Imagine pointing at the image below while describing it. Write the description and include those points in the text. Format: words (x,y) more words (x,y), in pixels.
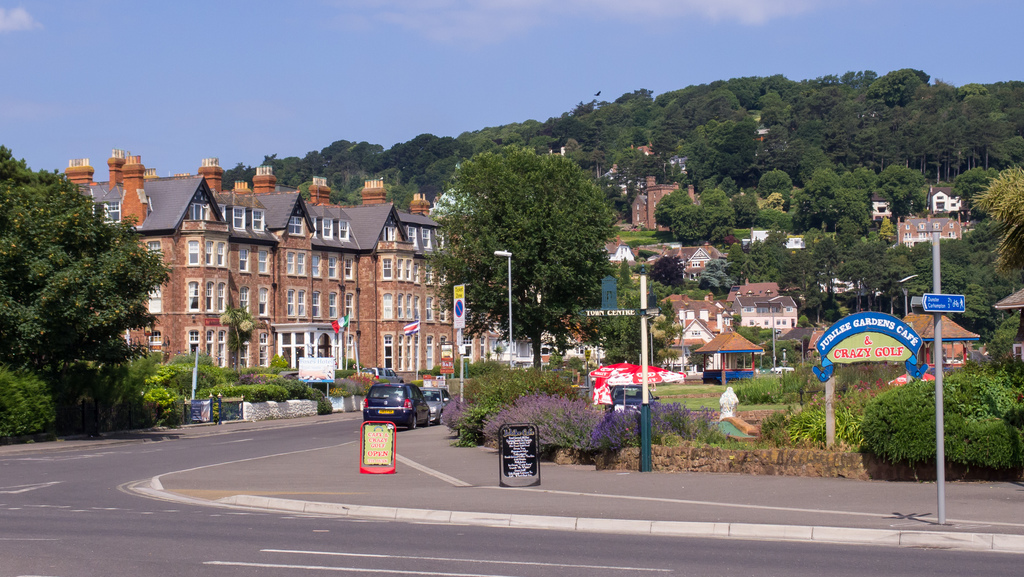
In the center of the image (530,245) there are buildings (154,196) and trees (498,257). At the bottom (200,563) there is a road (420,547) and we can see cars (432,410) on the road (425,533). There are boards (507,467), poles (937,361), plants (836,420), bushes (906,440) and a wall (256,410). In the background (273,86) there are hills (903,104) and sky (601,59).
